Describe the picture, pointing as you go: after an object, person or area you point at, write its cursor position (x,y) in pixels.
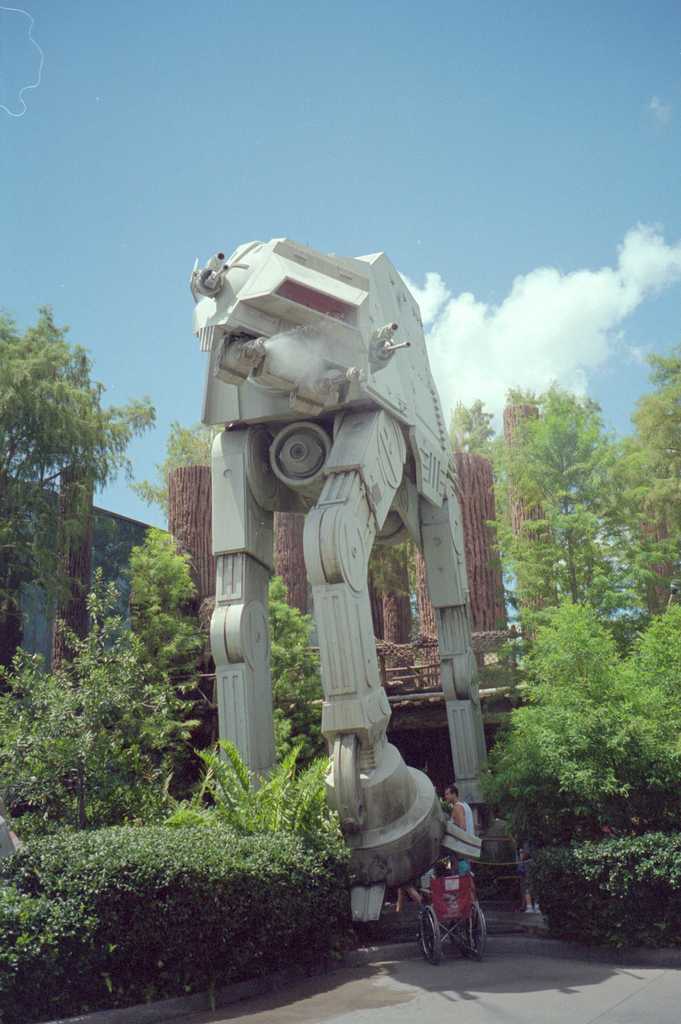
In the center of the image (352,455) there is a sculpture (227,562) on the ground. In the right side of the image (600,535) we can see trees (564,695) and persons (460,860). On the left side of the image (186,892) we can see plants (72,881) and trees (40,456). In the background (28,177) there are clouds (543,287) and sky (254,86).
